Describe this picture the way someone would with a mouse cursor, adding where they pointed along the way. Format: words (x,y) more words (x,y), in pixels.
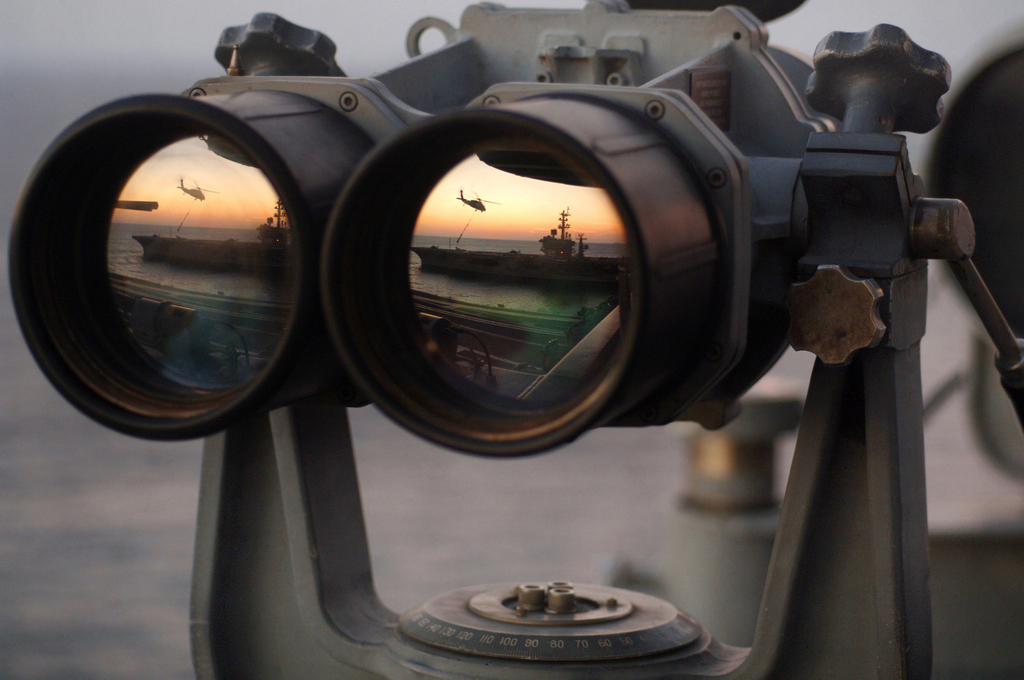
In this image we can see a binoculars (317,274).
